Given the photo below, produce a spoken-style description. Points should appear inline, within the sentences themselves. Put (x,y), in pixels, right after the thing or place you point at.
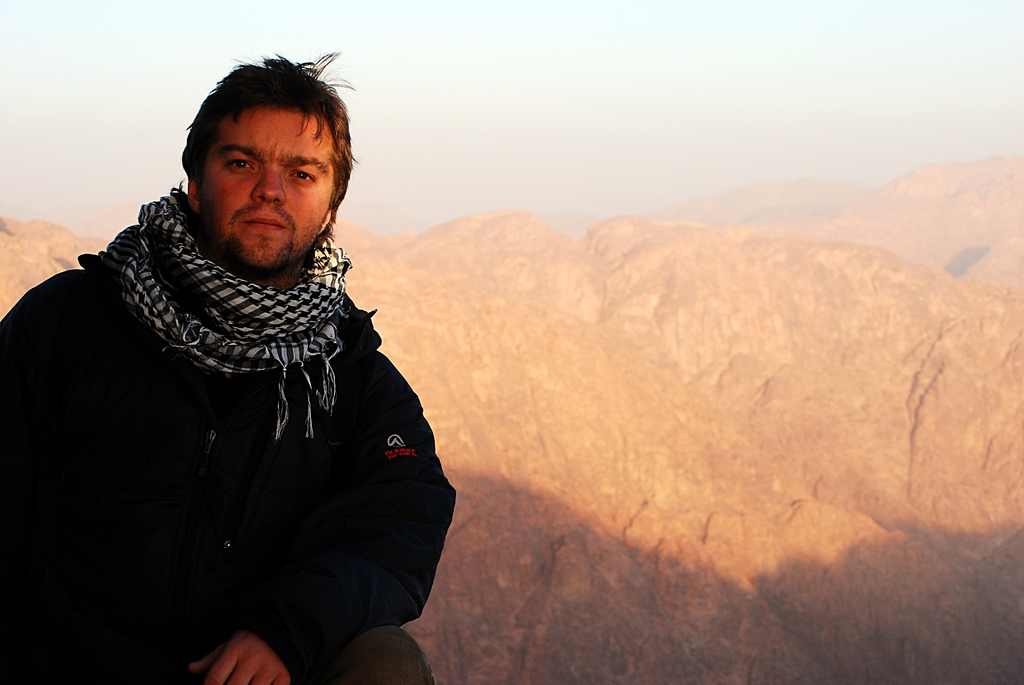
A person (241,305) is present at the left (260,581) wearing a black coat (383,424) and a stole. There are mountains (709,368) at the back (723,327).
